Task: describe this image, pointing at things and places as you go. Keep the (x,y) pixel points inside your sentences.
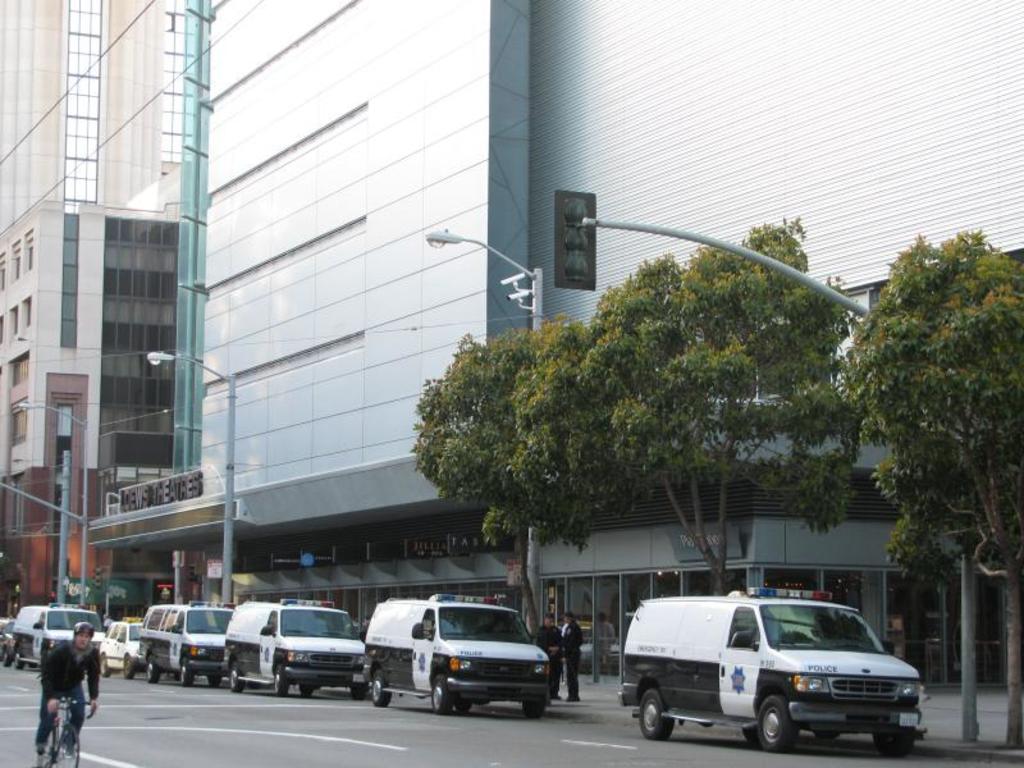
In the picture I can see buildings (281,263), lights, vehicles (457,639), a person (48,706) on a bicycle (55,754) and people (572,633) are standing on the ground (31,711). I can also see trees (571,428) and traffic lights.
